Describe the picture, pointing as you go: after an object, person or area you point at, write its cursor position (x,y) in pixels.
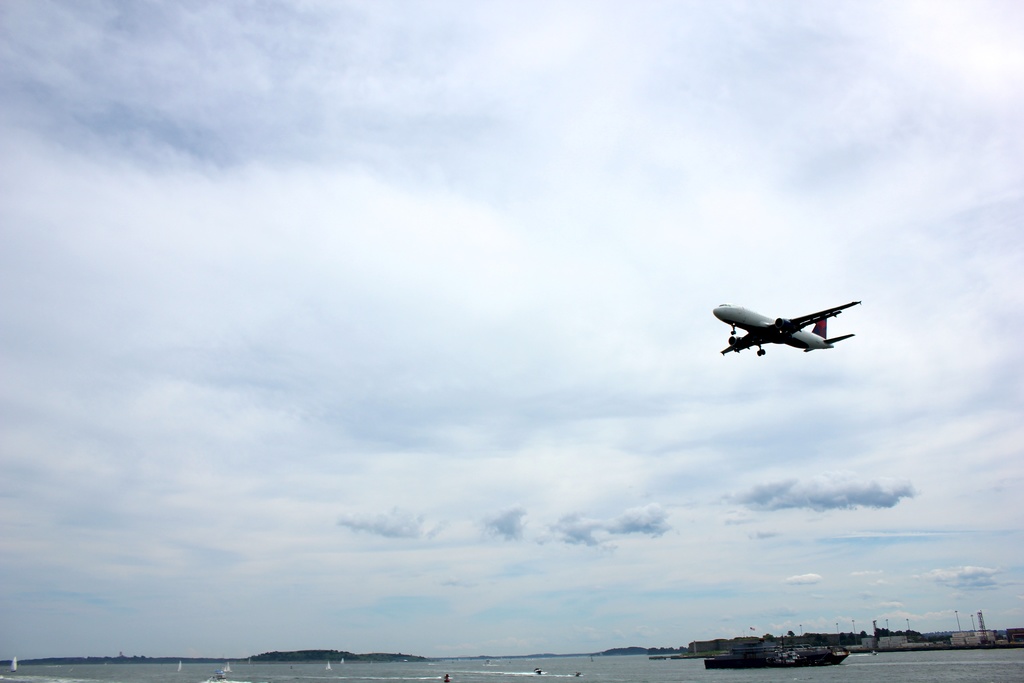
In this image we can see a boat (783,645) floating on the water (362,670), trees (843,639), towers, an airplane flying in the air (817,359) and the cloudy sky (706,531) in the background (305,322).
